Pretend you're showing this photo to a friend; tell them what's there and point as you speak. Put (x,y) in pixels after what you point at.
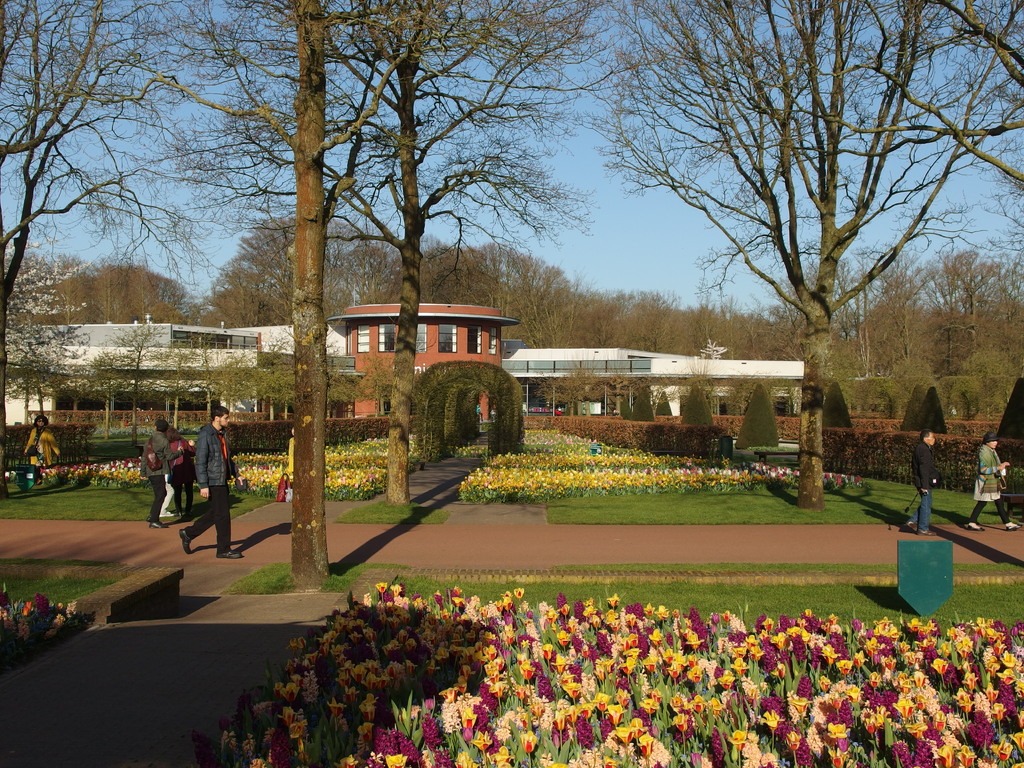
This picture shows a building (556,356) and we see few trees (281,227) and bunch of flower plants (413,683) and few people (220,518) walking and we see grass (334,569) on the ground (847,521) and a blue sky (988,240).
